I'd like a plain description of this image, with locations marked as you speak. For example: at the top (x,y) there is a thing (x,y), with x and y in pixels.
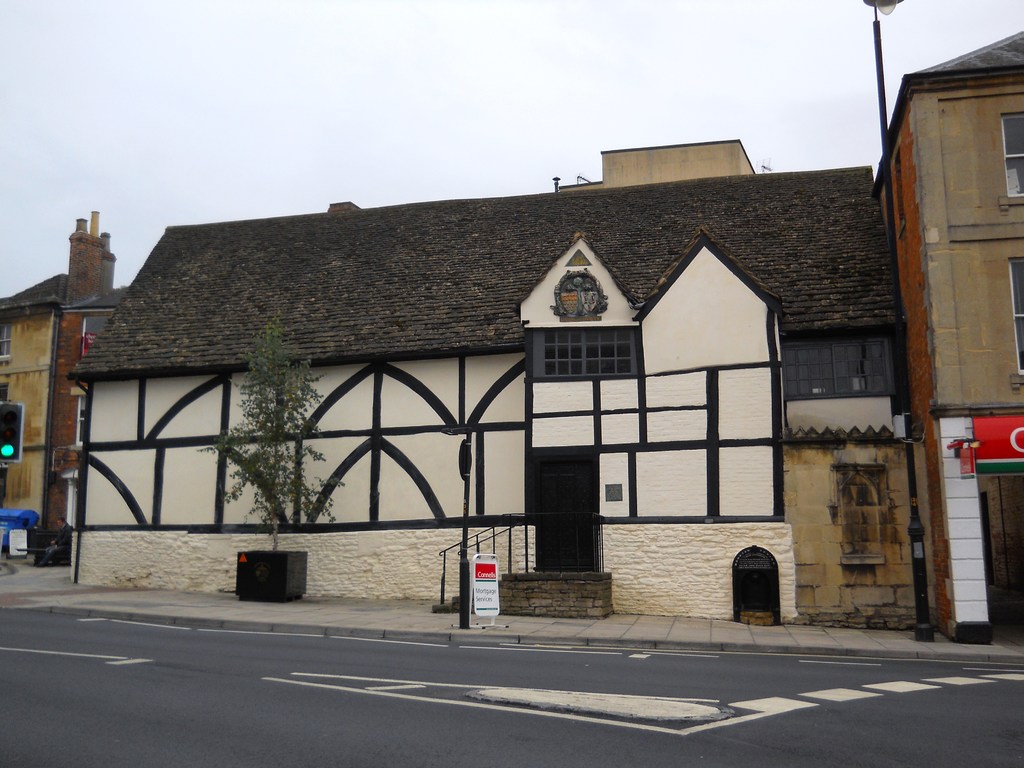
In the image we can see a building (895,350) and these are the windows (1019,161) of the building (825,509). This is a road (89,698) and white lines (75,657) on the road (110,637), plant pot (254,559), pole (462,577), board (474,584), stairs (516,589) and a sky (405,140).
